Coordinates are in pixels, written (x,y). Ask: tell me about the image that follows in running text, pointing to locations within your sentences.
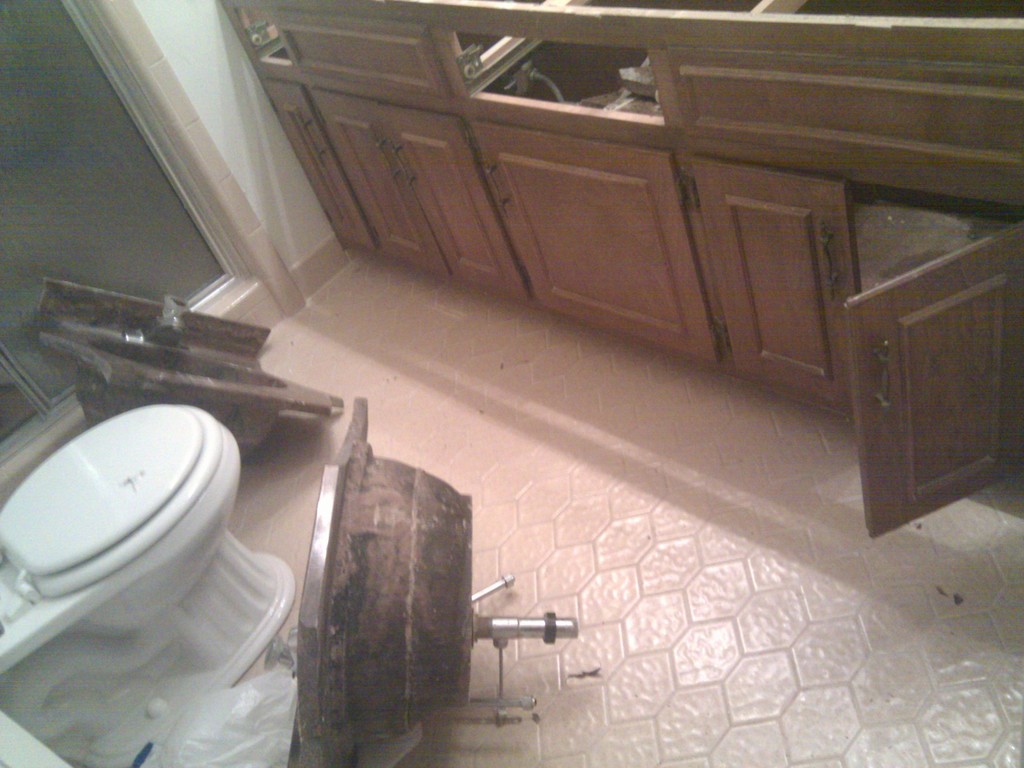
On the left side of the image (173,526) there is a toilet seat (181,409). And there are wash basins (314,574) on the floor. At the top of the image (687,59) there are cupboards (650,130). And on the left side of the image (74,156) behind the wash basins (326,597) there are glass doors (54,217).
